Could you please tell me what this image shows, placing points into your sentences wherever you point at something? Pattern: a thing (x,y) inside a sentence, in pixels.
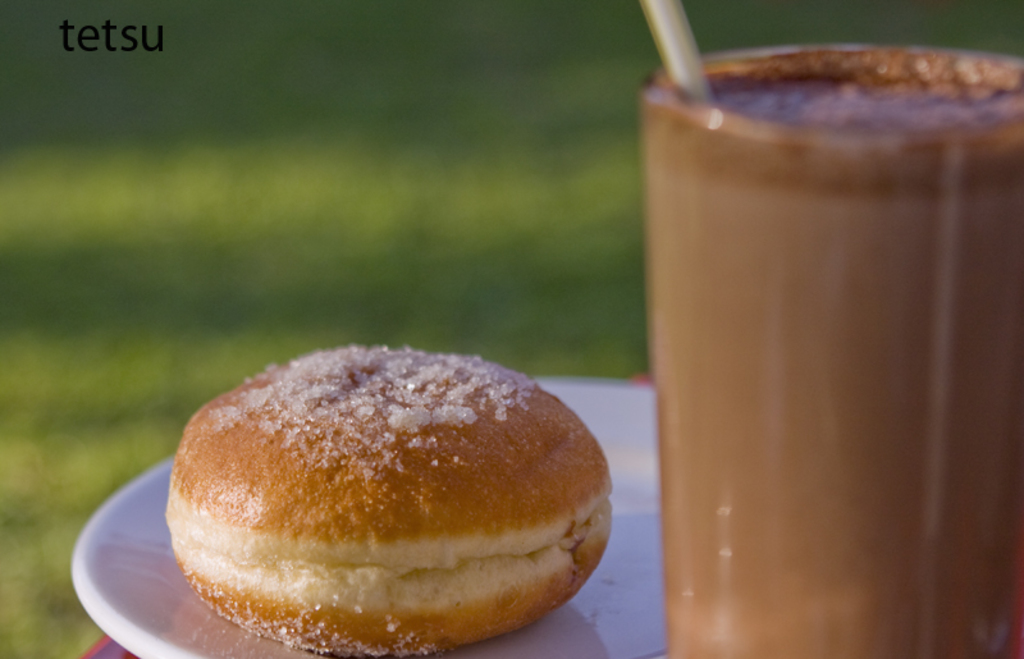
This is a zoomed in picture. On the right (737,201) there is a glass (881,184) of drink (836,258) containing a straw (665,44) which seems to be placed on the table (103,642). On the left (108,610) there is a plate (109,556) containing a food item (368,495) seems to be placed on the top of the table (92,652). The background of the image (74,214) is blur and it is green in color. At the top left corner (147,46) there is a text (112,32) on the image.
